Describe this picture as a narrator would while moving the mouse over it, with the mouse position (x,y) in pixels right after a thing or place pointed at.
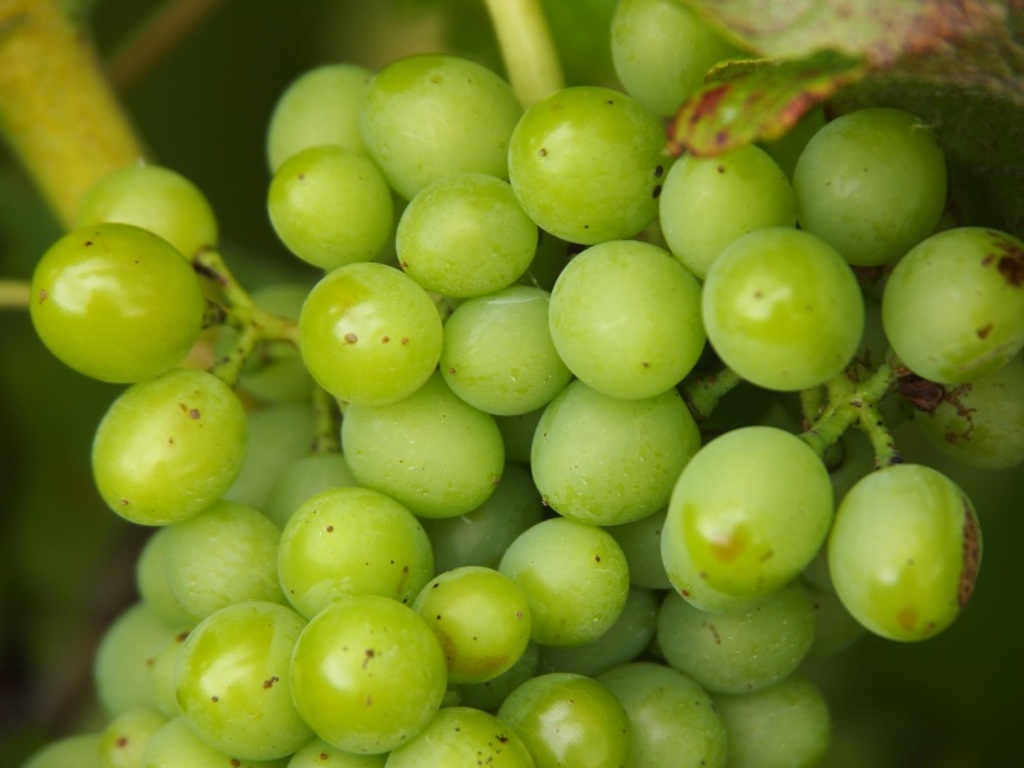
The picture consists of bunch of grapes (457,239) and there are stems (57,100) and leaf (793,77).
